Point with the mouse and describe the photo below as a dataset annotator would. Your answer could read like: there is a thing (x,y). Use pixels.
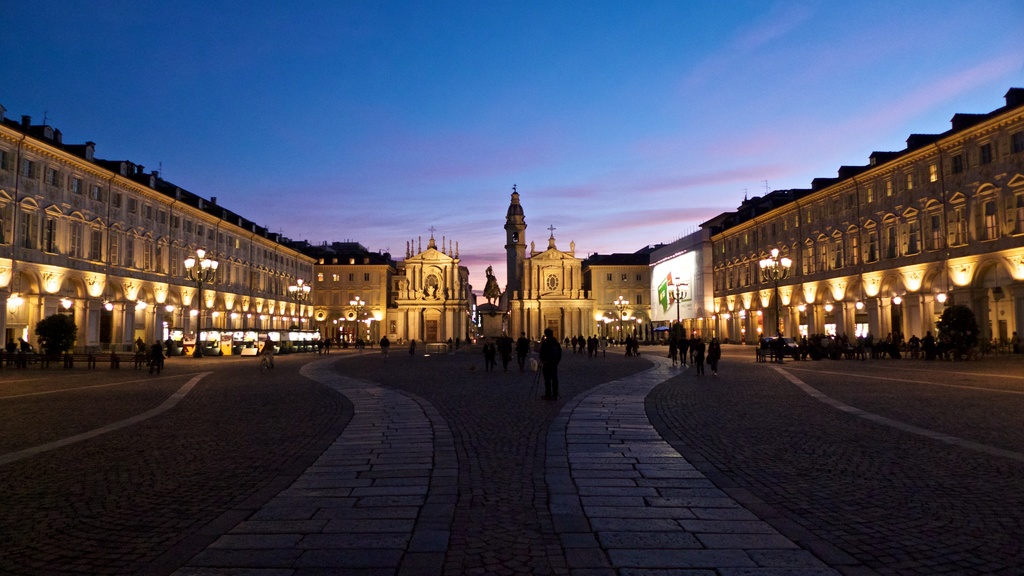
In this image we can see buildings (604,283), lights (676,317). There are people (505,338) on the road (721,360). At the top of the image (376,121) there is sky (422,74). In the center of the image (495,294) there is a statue (489,318).
